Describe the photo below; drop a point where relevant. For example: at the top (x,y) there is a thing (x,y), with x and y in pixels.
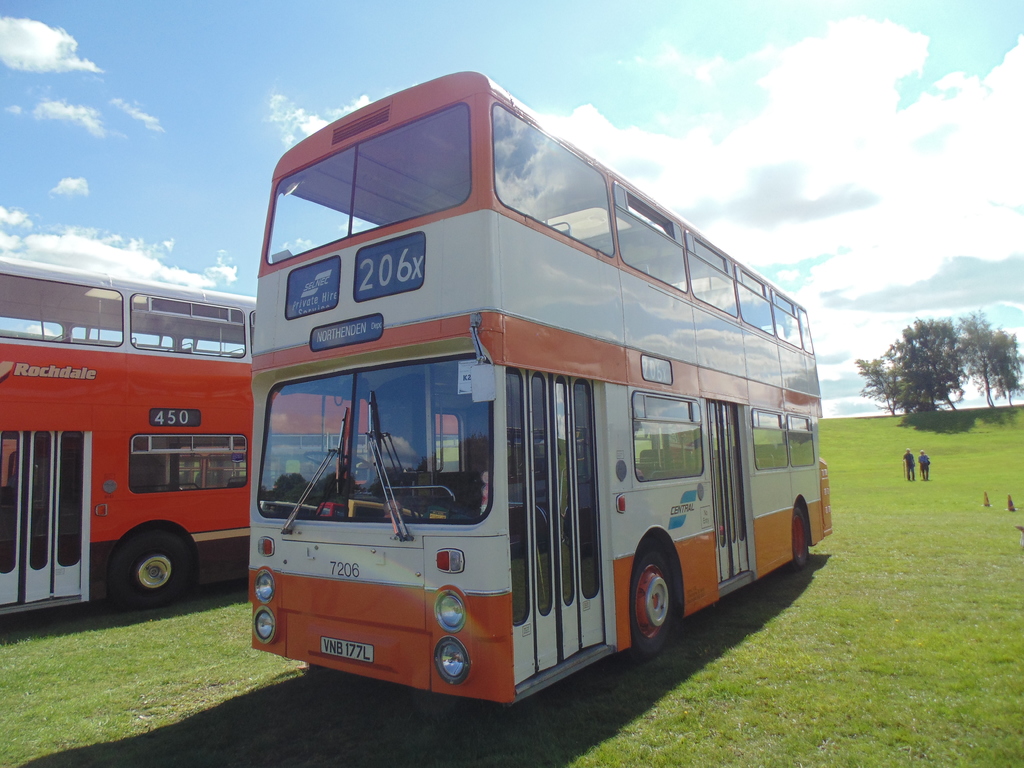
As we can see in the image there are buses (401,397), grass (815,741), traffic cones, two people (923,477) standing over here, trees (987,343), sky (612,3) and clouds (945,116).
